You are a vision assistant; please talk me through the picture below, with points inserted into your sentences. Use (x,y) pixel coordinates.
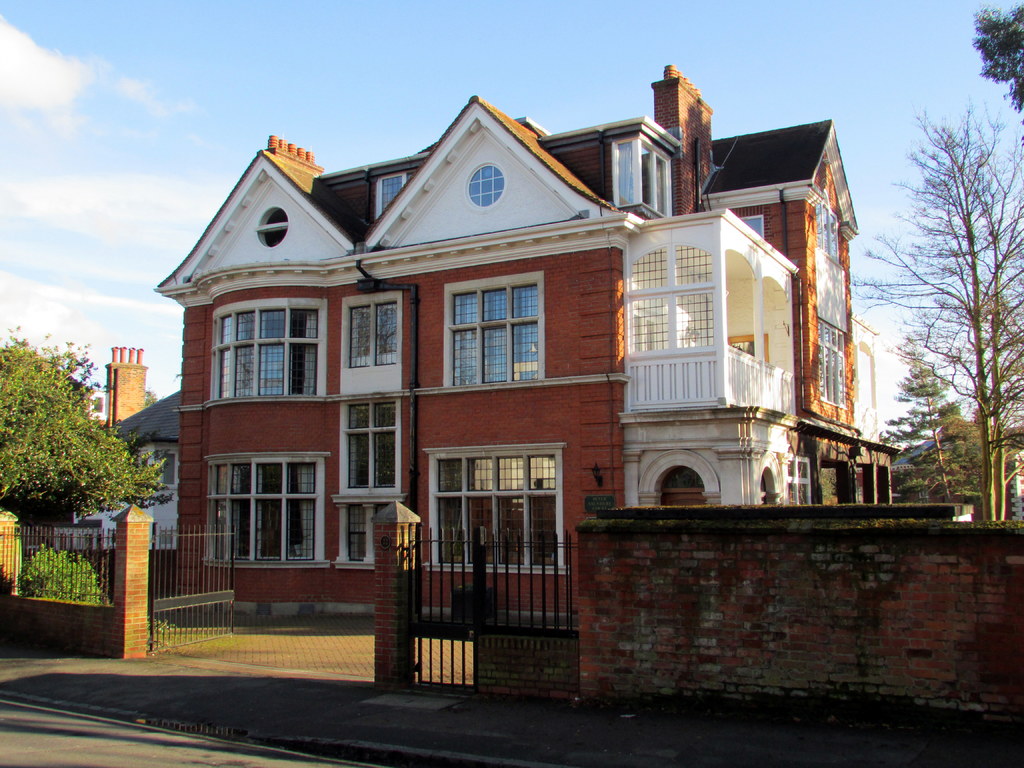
In the image there is a building (472,378) and around the building (636,407) there are few trees (135,479) and there is a wall (626,589) in front of the building (240,563), beside the wall (785,597) there is a gate (171,580).
